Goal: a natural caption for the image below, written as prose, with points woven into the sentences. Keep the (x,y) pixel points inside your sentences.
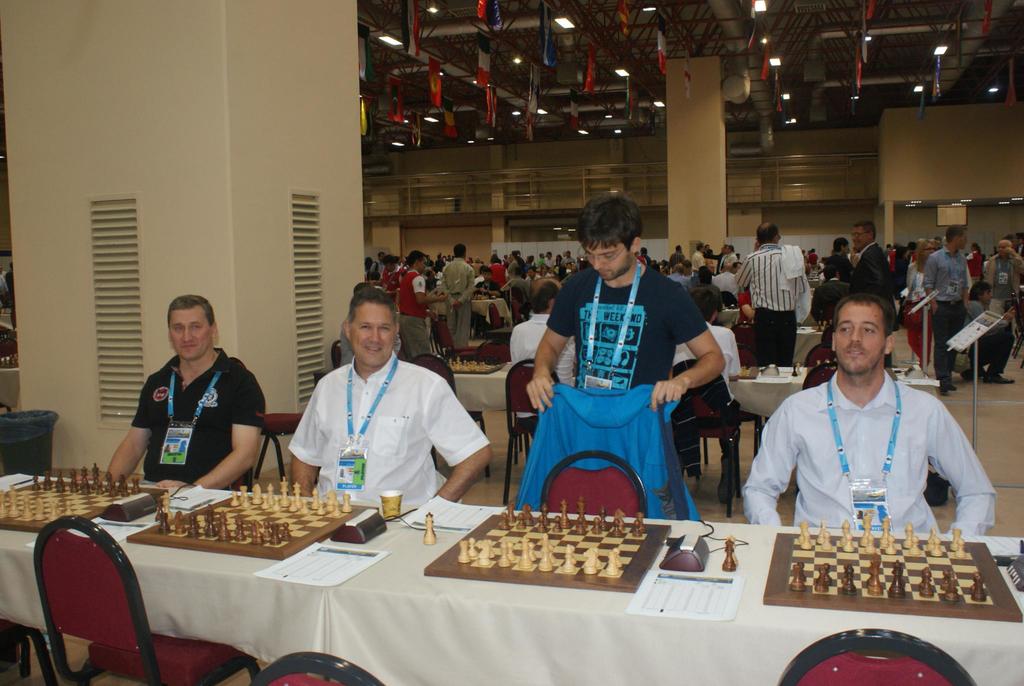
At the bottom of the image (290,592) there is a table (257,650) with chess boards (950,559), chess pieces (891,551), cups (395,505) and few other items (1023,545) are on the table (395,641). There are red chairs (100,628). In front of the table (723,673) there are few people (202,414). In the background (429,275) there are chairs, tables (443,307), pillars (687,186) and also there are many people (1003,250). At the top of the image (860,20) there is a ceiling (386,56) with many flags (485,69) and lights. And also there are poles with boards (975,332).
